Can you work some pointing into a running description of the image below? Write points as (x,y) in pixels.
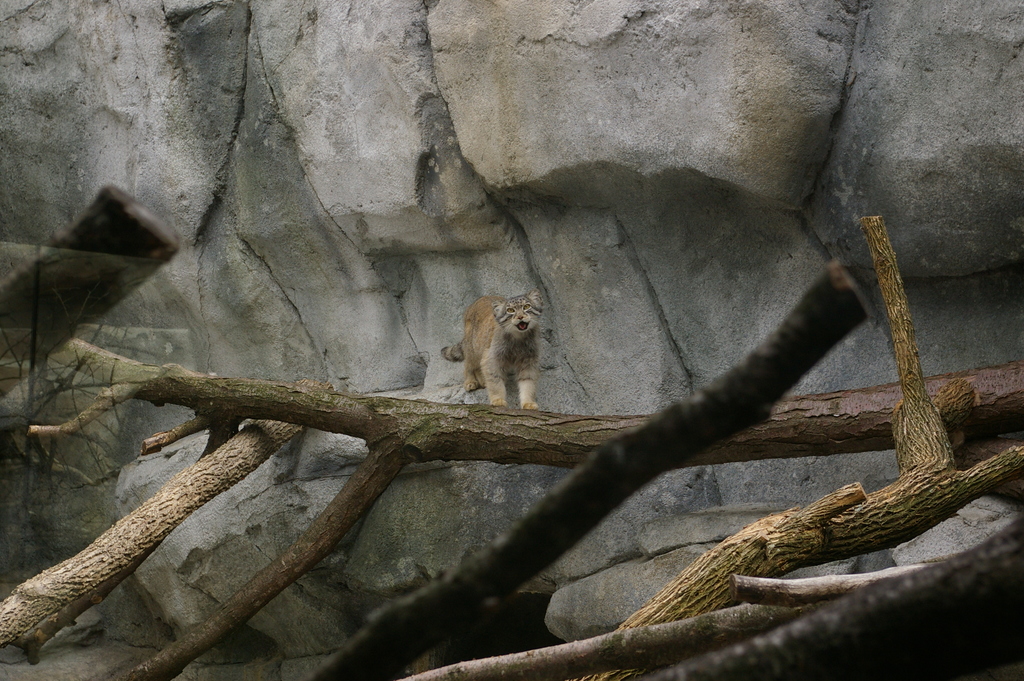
In this image we can see one cat (494,383) near the rock (170,616), some dried tree stems (506,422) and in the background (195,91) there are rocks (66,541).
